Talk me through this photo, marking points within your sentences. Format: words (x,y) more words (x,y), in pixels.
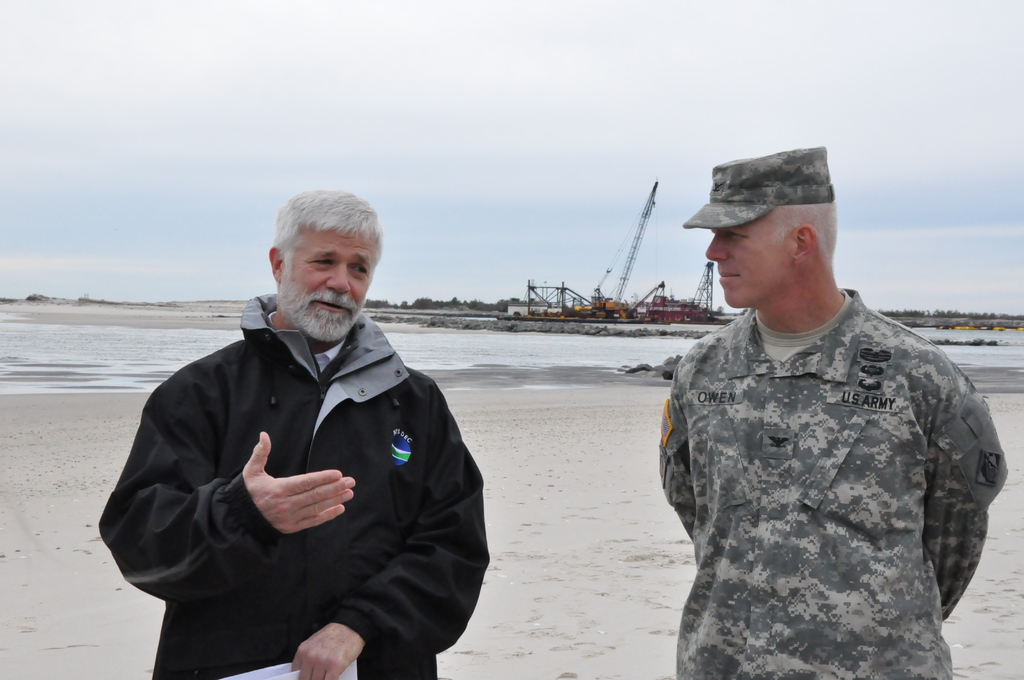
This man (773,280) wore army dress (782,462) and looking at this person (320,312). This person (363,295) wore a jacket (306,417) and holding an object (284,669). Far there are cranes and trees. Background (434,295) we can see the sky (496,175).
